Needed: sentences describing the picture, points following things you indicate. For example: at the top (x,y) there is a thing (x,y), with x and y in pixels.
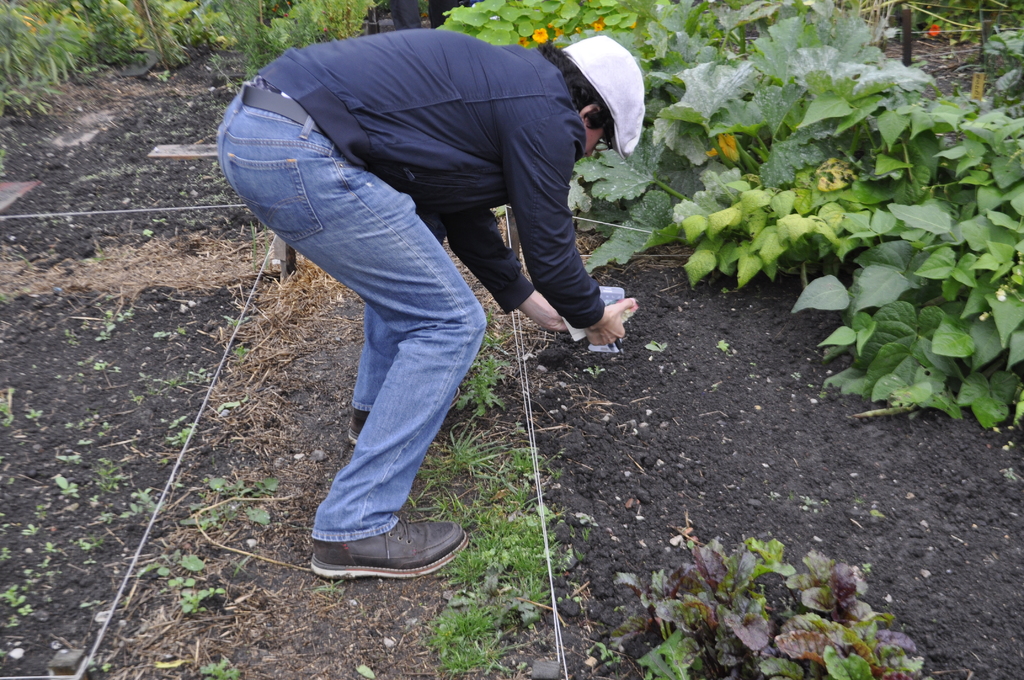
In this image we can see a person (466,63). He is wearing blue color jacket (479,150) with jeans (428,290) and white cap (595,87). At the bottom of the image (726,600) plant (741,625) is there and we can see black soil (620,408) on the land (618,462). At the top of the image (565,4) plants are there.
